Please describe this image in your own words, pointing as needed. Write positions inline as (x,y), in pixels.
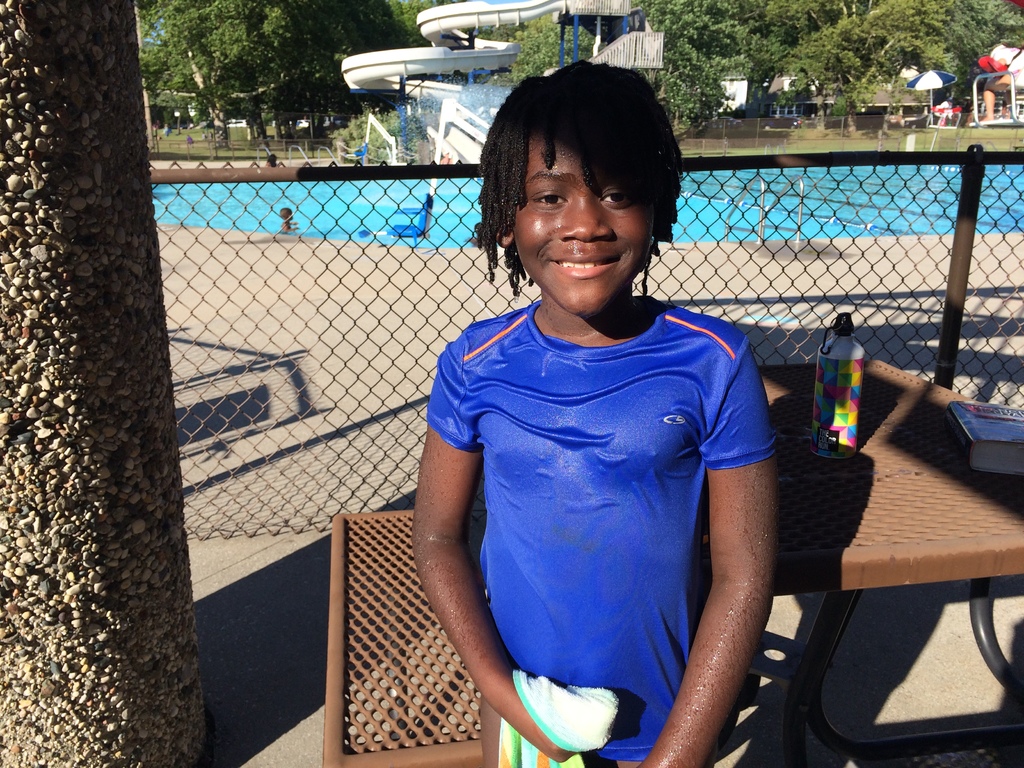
In this image there is a child person (592,466) is wearing blue color T-shirt (520,431) and at the background of the image (492,306) there is a fencing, trees (683,111) and water slide adventure (443,104) and pool (745,227).
